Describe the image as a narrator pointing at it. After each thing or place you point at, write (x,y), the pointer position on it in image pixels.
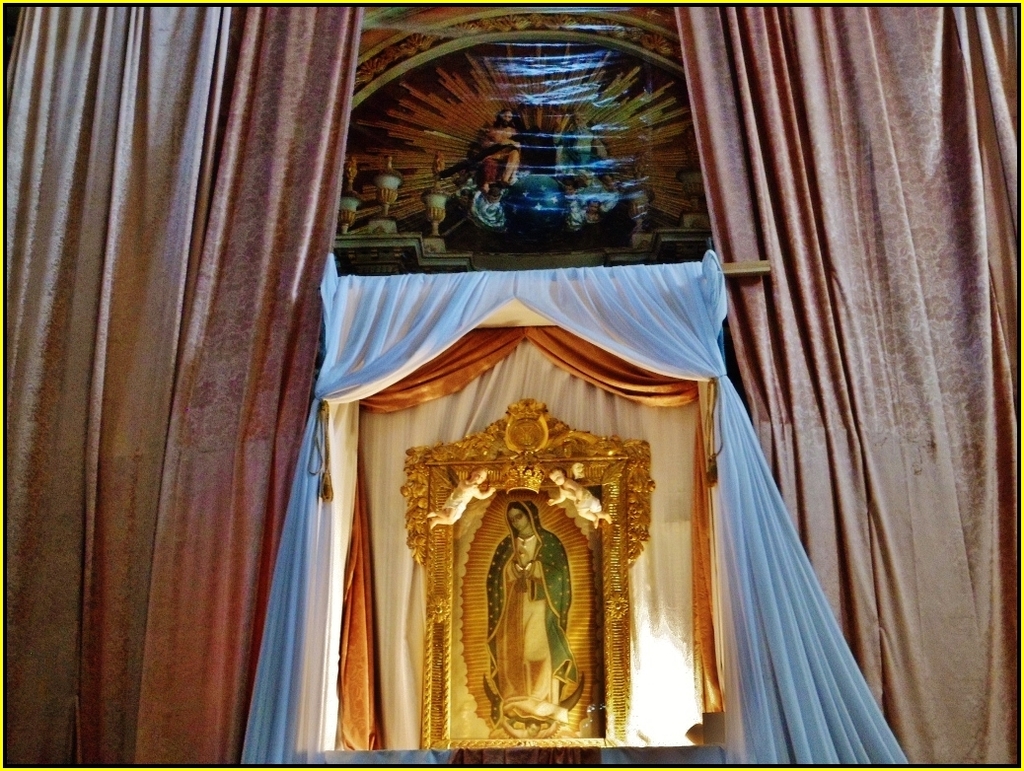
This image might be clicked in a church (519,417). There are curtains (932,338) on the left side (273,391) and right side (781,185). There is a picture (566,729) of the Mary goddess (524,533) is in the middle (533,510).
